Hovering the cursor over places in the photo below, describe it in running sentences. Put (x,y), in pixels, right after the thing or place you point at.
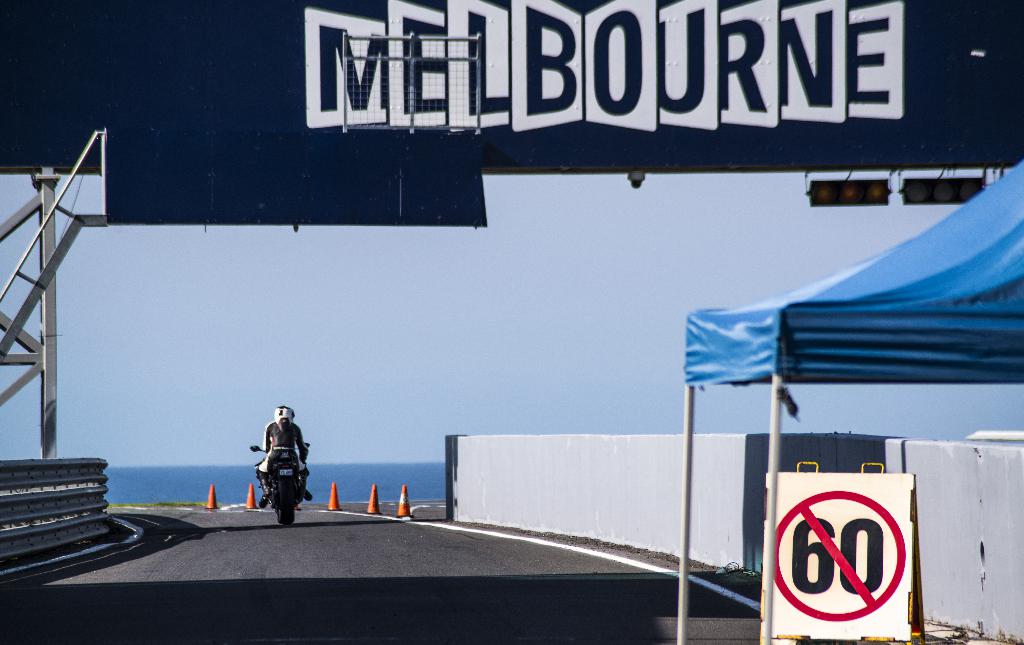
In the foreground of this image (942,331), on the right (903,319), there is a blue tent (991,371), sign board (901,478) and a bridge wall (590,495). In the middle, there is a road (300,585) and a bike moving on it and there are also traffic cones (406,505) placed a side. On the left (55,506), there is a railing (88,501). On the top (420,48), there is a banner (556,50) and lights (824,184). In the background (594,316), there is the sky (435,369) and the water (386,473).
